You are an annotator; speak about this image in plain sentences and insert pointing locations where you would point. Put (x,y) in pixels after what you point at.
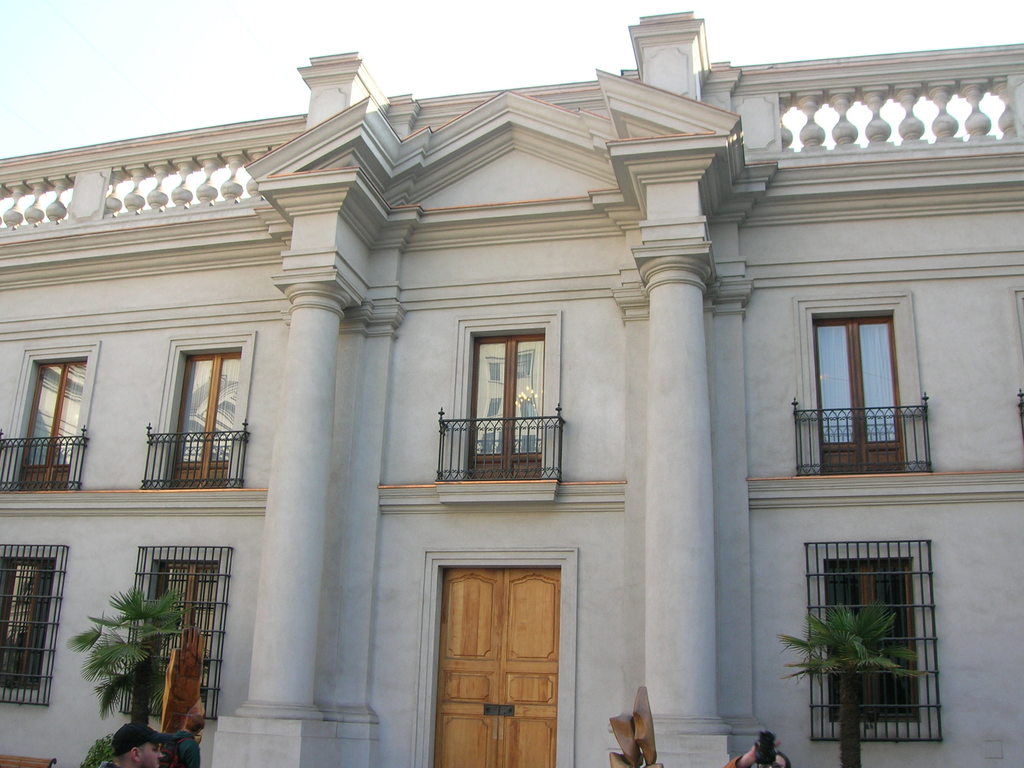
In this image there are people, building (344,217) with windows (52,554) and door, plants (144,710), and in the background (413,22) there is sky (12,147).
